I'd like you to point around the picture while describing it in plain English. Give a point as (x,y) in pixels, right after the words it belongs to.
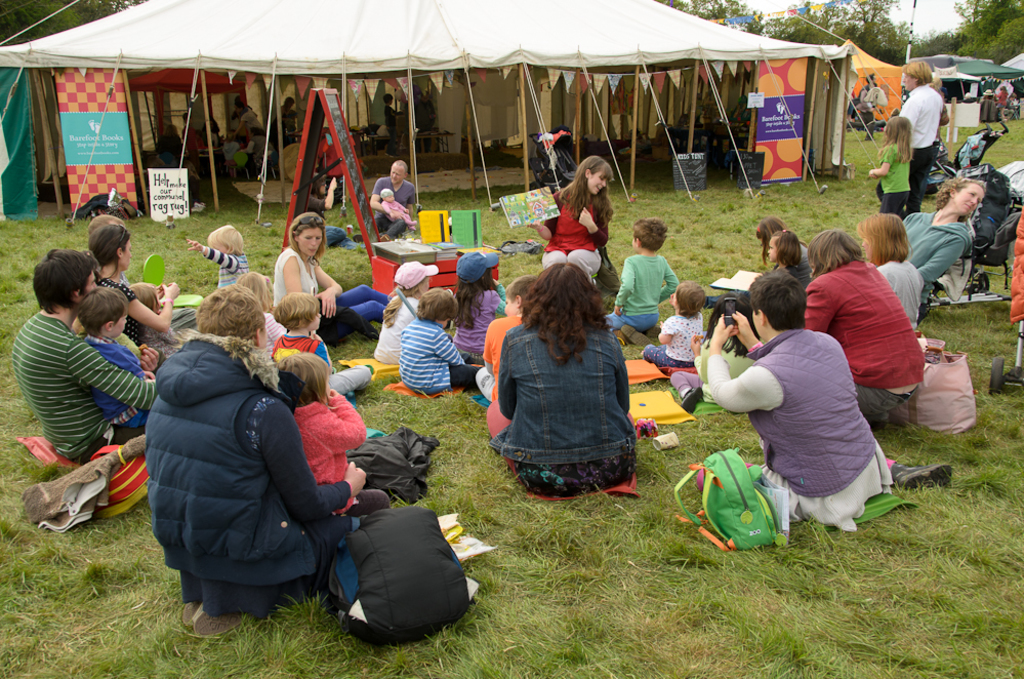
In this image I see number of people (544,328) who are sitting and I see the green grass (75,235) and I see few people (903,177) are standing and I see few bags (709,470). In the background (54,198) I see the tents (756,74) and I see few banners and I see 2 boards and I see the trees (982,7).
